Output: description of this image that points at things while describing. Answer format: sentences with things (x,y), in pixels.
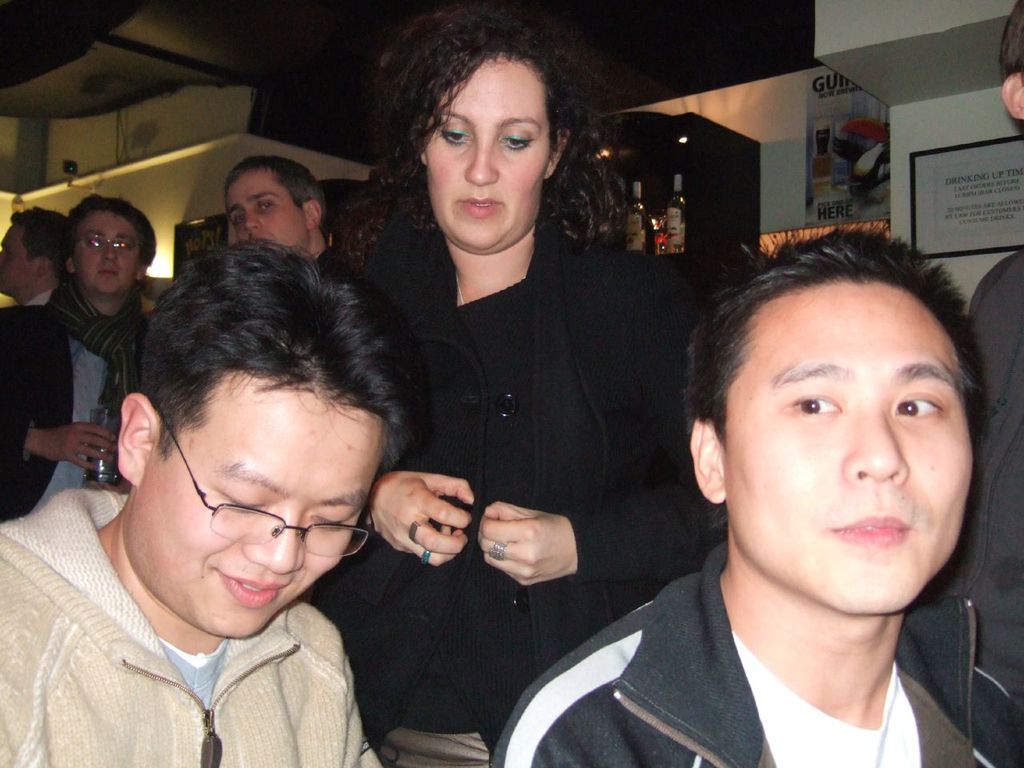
This image is taken indoors. In the background (876,204) there is a wall (790,187) with a picture frame (963,192) on it and there is a poster (832,141) with a text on it. There is a cupboard (701,222) with a few bottles (676,212) on it. At the top of the image (107,17) there is a roof (109,30). In the middle of the image (549,335) a few people (472,406) are standing and two men (366,337) are sitting.
